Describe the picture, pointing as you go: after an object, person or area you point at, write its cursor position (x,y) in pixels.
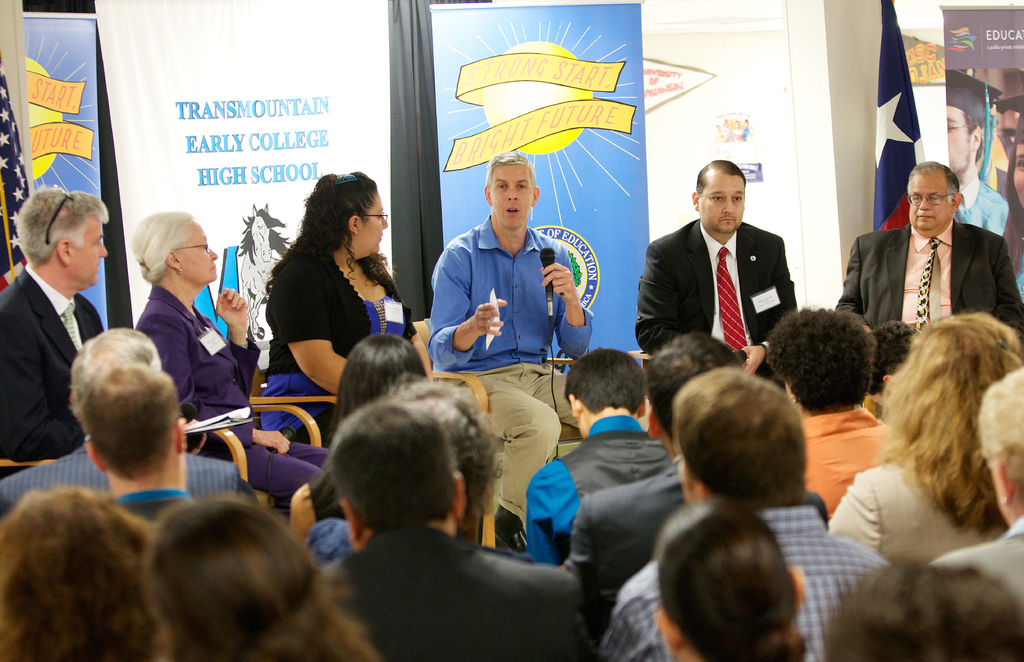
This image is taken indoors. In the background (823,133) there is a wall (820,129). There are two flags (891,158) and there are many banners (264,118) with text (301,172) and images (525,123) on them. At the bottom of the image (129,568) a few people (280,543) are sitting on the chairs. In the middle of the image (518,289) two women (269,292) and three men (55,304) are sitting in the chairs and a man (540,309) is holding a mic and a paper (493,331) in his hands (499,318). On the right side of the image (873,250) a man (905,281) is sitting on the chair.
